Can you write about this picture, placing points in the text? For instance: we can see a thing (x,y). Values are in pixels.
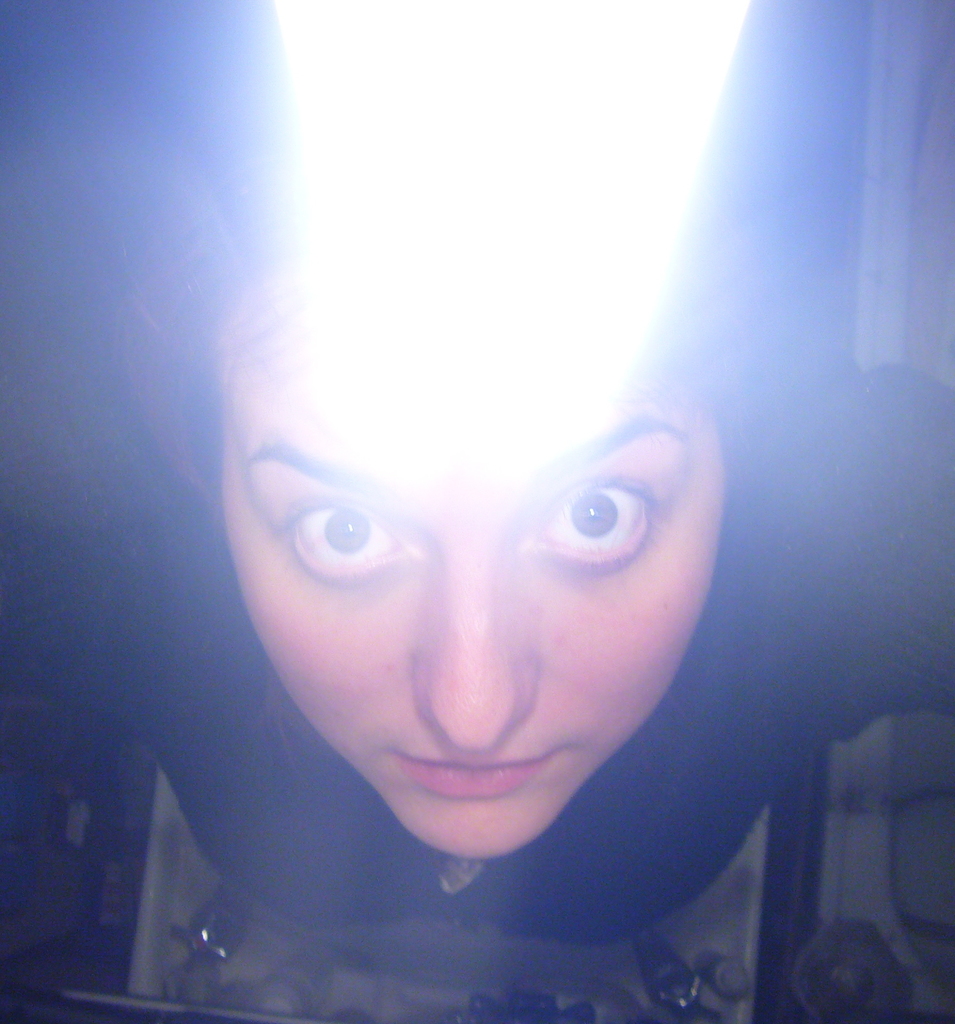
In this image we can see a person (590,777) wearing black dress (555,895). In the foreground (643,966) we can see a tap (194,931).
